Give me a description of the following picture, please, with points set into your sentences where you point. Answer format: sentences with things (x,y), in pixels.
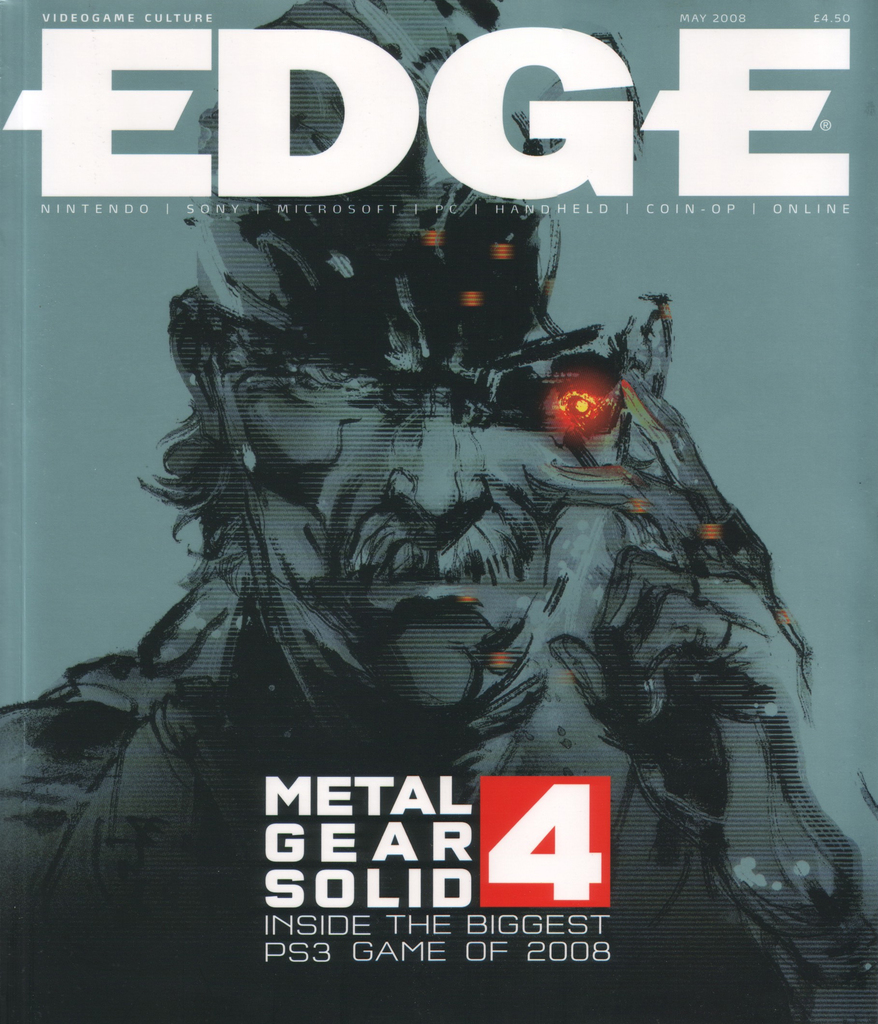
In this picture I can see a poster (376,483) with some text (115,178) at the top (496,200) and bottom of the picture (454,846) and I can see graphical image (499,373) of a human (490,222).
